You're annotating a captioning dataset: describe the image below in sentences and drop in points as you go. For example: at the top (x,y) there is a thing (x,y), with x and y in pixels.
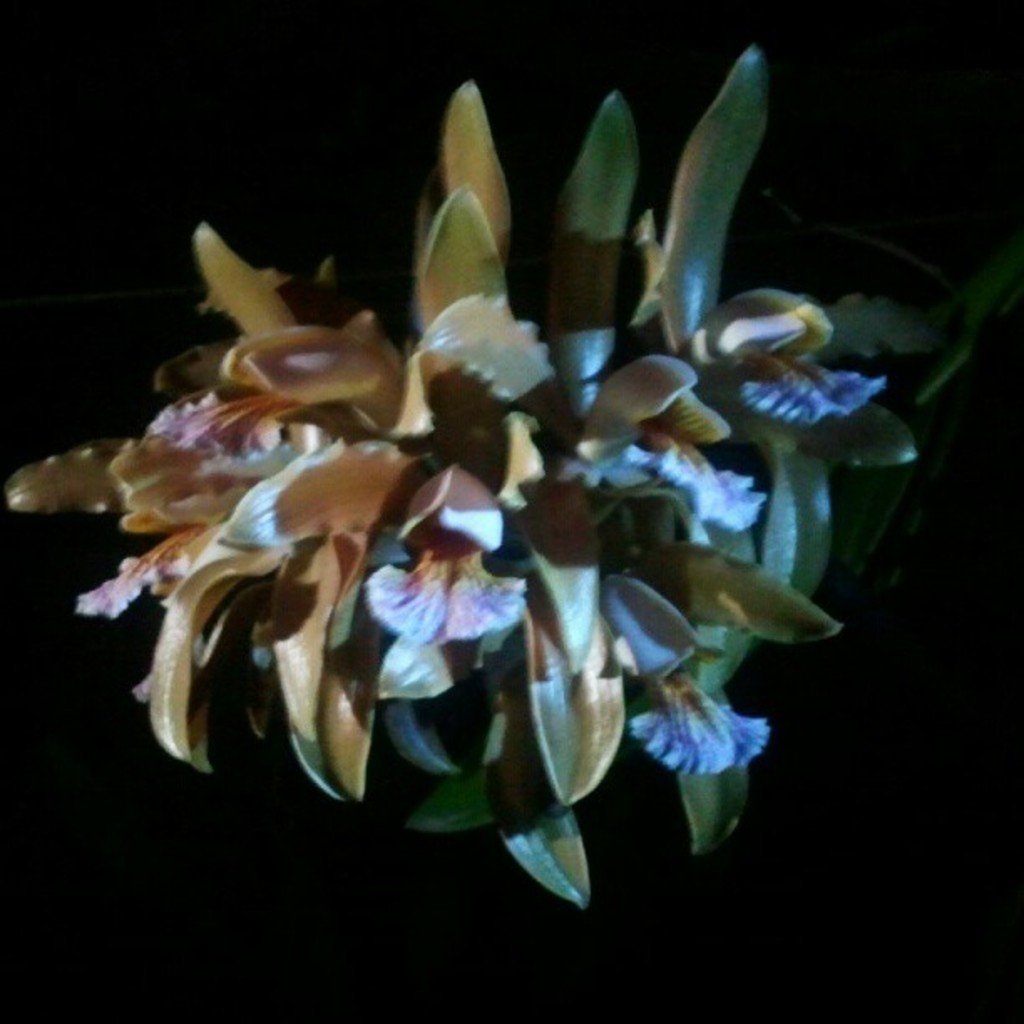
In the image it looks like a flower plant (454,518) and the background of the plant (398,672) is blur.
